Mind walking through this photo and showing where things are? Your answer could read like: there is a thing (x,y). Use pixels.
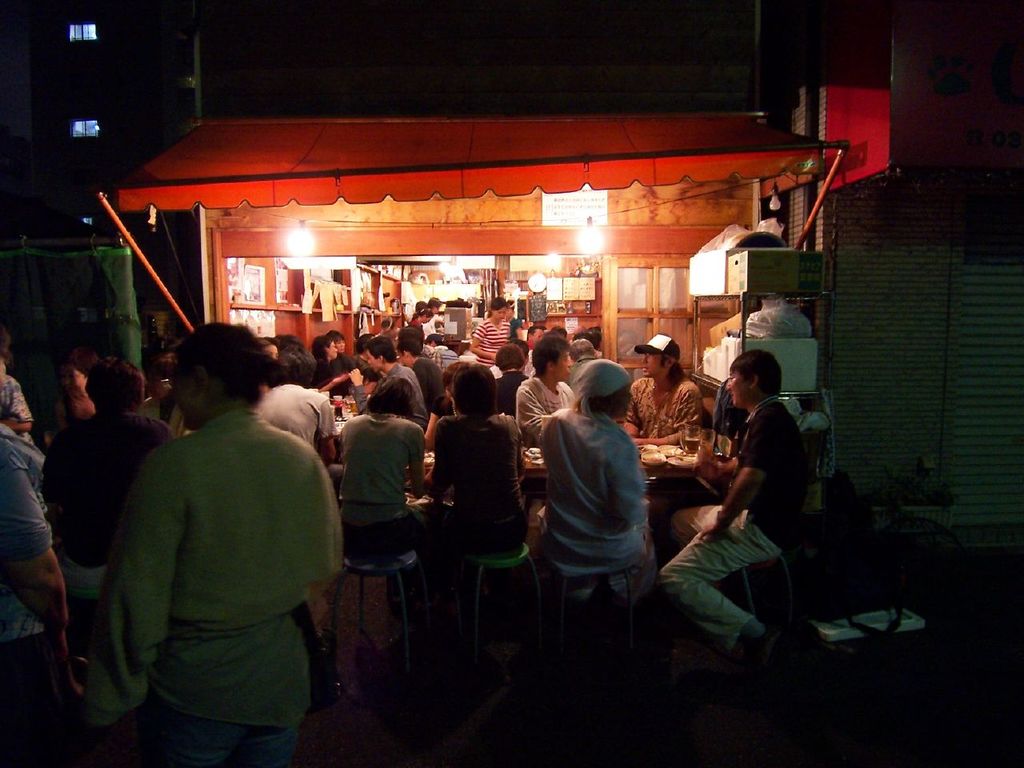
On the left side (198,528), there are persons (239,459) standing. In the background (760,442), there are persons (301,370) sitting, there are food items (644,453) and other objects (683,451) on the table (672,451), there are persons (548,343) standing and a tent (208,140). And the background (11,67) is dark in color.
